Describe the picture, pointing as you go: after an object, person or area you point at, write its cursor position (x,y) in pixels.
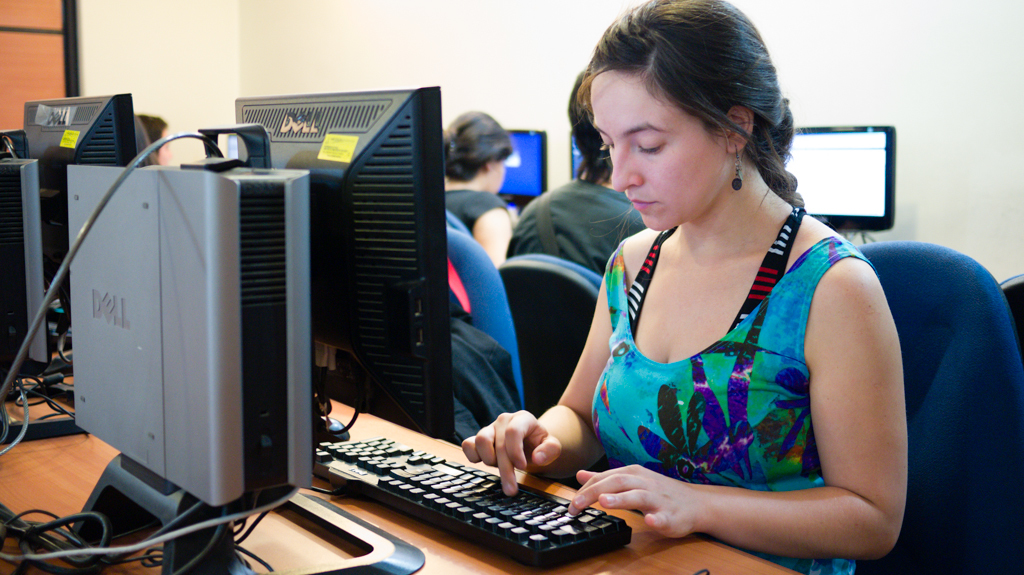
This is the picture of a woman (845,391) in blue dress (727,395) sitting on a chair (929,358), in front of the woman (652,512) there is a table (627,548) on the table (638,554) there is a keyboard (416,469), monitor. Behind the women (657,320) there are systems (534,189) and a wall (487,16).
